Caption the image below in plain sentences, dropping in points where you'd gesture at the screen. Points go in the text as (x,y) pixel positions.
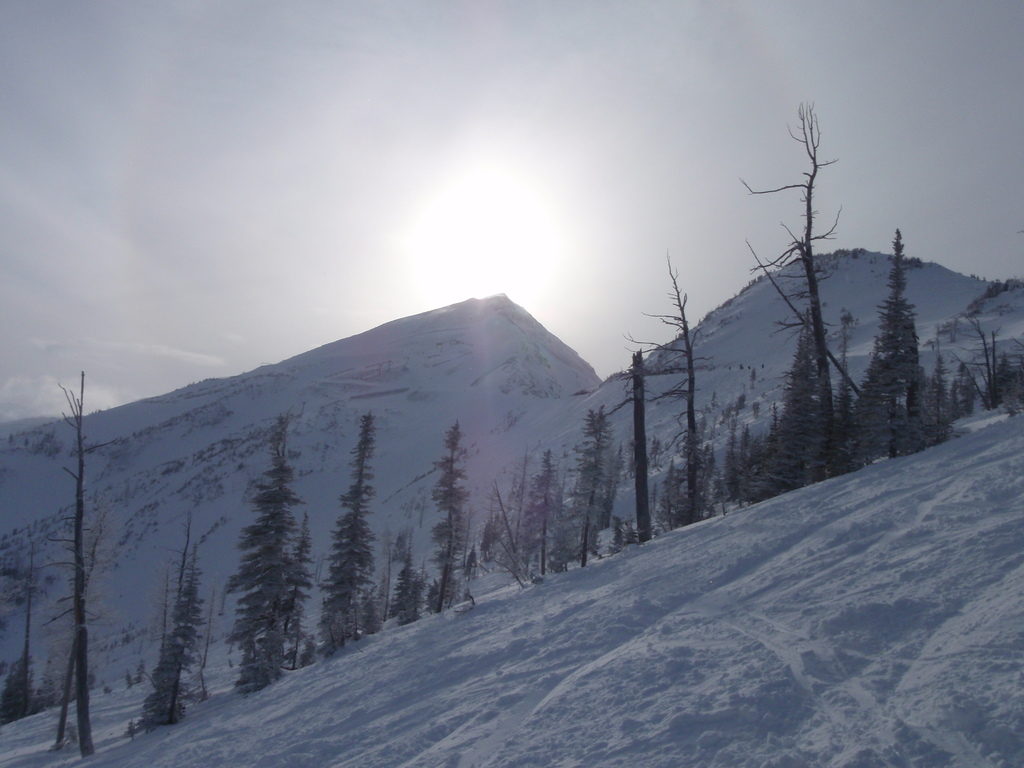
In the picture we can see a hill slope (527,700) which is covered with snow (403,718) and far away from it we can see trees (157,697) and behind it we can see hills (624,507) covered with snow (405,434) and in the background (580,207) we can see sky (183,297) with clouds (128,350).
